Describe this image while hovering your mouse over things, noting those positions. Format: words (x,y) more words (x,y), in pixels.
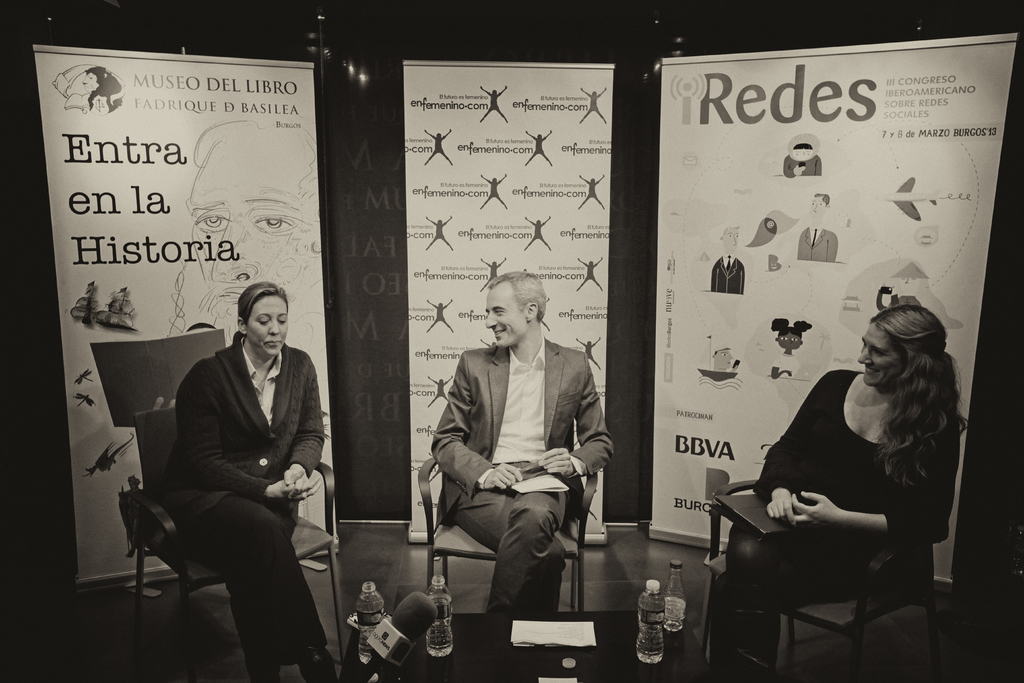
There are three people (199,513). They are sitting on a chairs (164,435). There is a table (492,622). There is a bottle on a table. We can see in background (712,441) poster (771,437).
